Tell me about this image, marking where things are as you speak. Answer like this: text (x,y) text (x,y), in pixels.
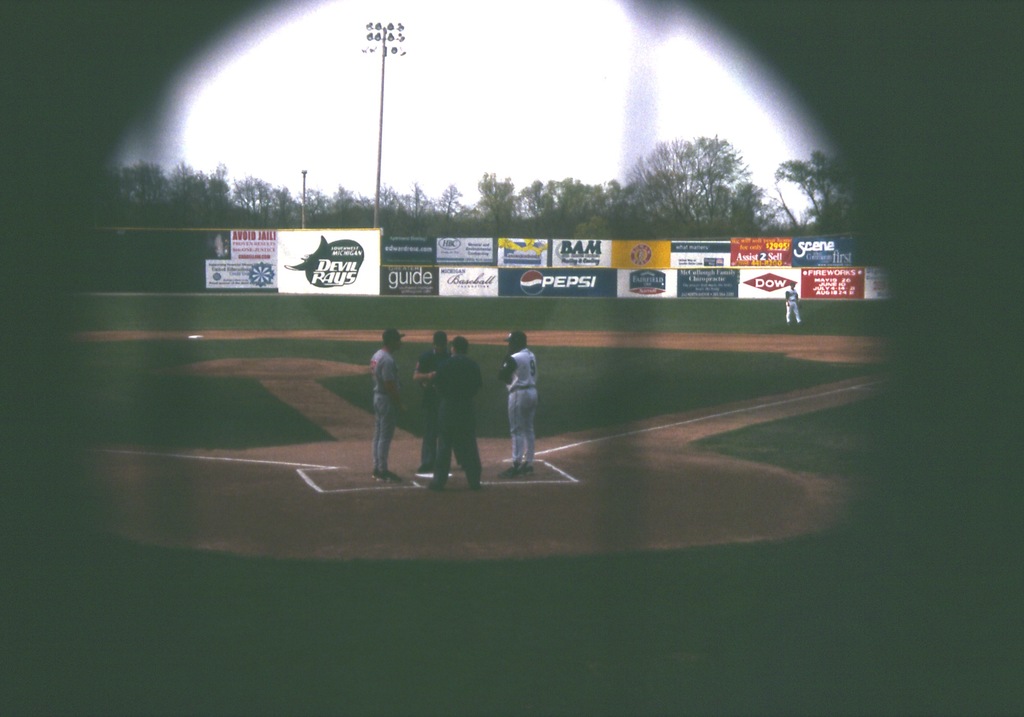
In this image there is a playground (486,408), there are persons (429,407) standing in the ground (407,382), there are trees (216,202), there is light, there is a pole (383,117), there is a sky (499,105), there are boards (576,256).
